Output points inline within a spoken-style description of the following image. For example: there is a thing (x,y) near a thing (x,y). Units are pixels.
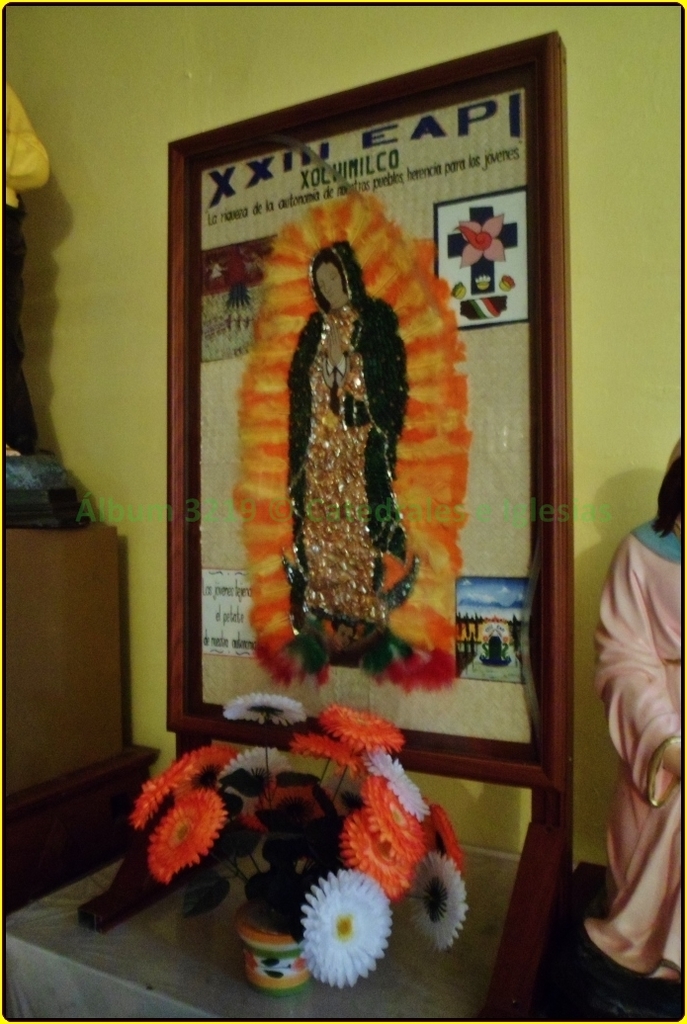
In this image there is a flower pot (215,884) on the platform (183,974). On the right side of the image (665,834) there is a statue (645,945). Beside the statue (652,951) there is a photo frame (365,464) on the platform (205,1009). On the left side of the image (95,729) there are few objects (66,714).
